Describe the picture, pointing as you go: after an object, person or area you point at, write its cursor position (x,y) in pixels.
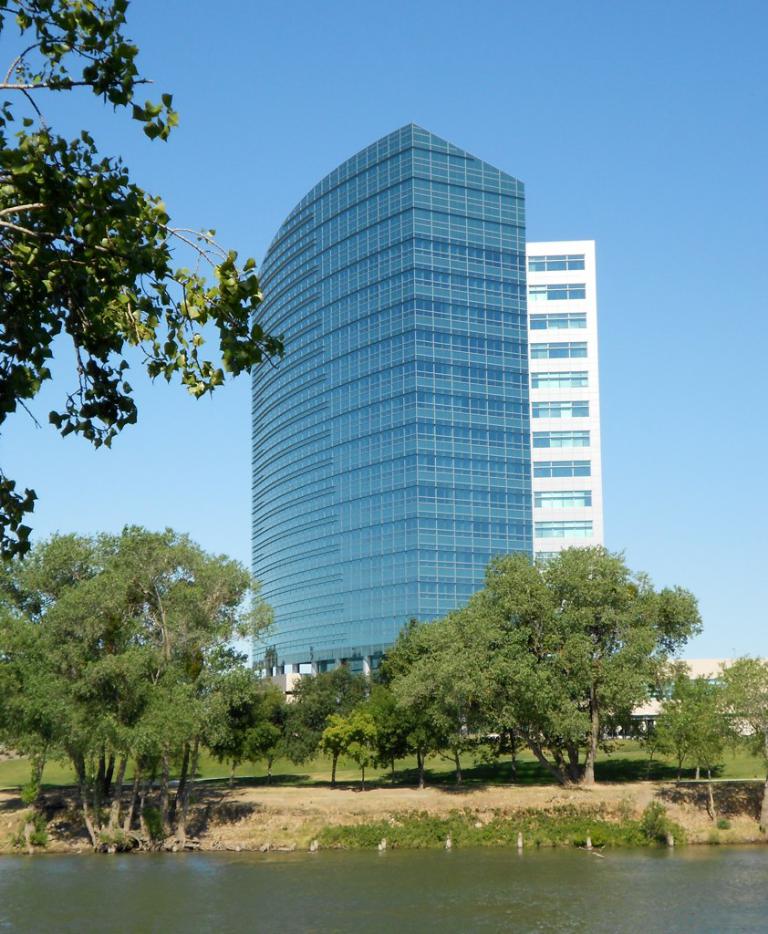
In this image, there are a few buildings (504,444), trees (503,657), plants (718,715). We can see the ground (264,798) and some grass (674,766). We can also see some water (744,855) and the sky (673,537).
